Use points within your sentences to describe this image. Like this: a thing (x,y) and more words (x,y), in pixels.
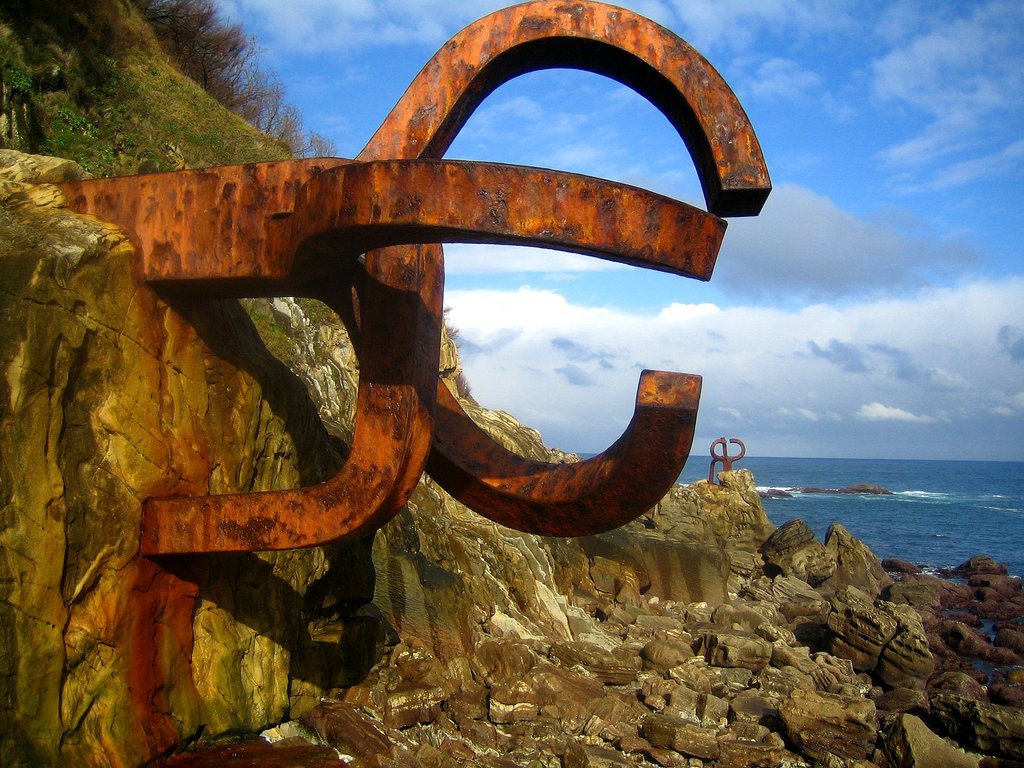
In this image I can see a rocky mountain (532,648), few trees (174,40) on the mountain (111,44) and few metal objects (423,263) which are orange, brown and black in color. In the background (926,517) I can see the water (909,489) and the sky (856,184).
